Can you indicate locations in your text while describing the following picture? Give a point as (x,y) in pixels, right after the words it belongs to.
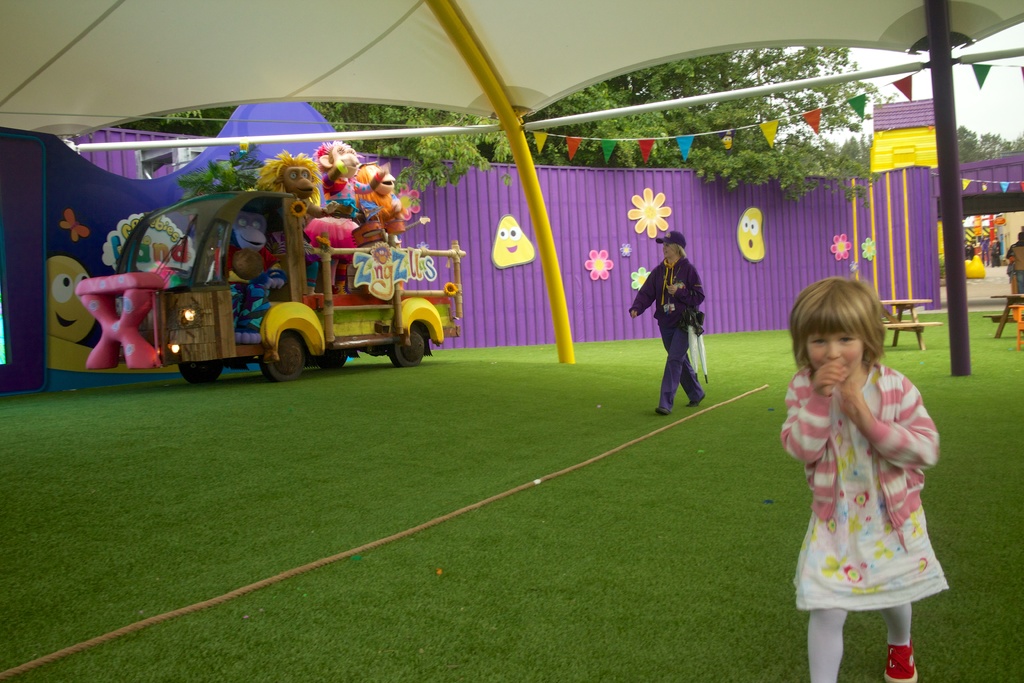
In this image on the left side (279,323) there is one vehicle (270,321), in that vehicle (375,309) there are some toys (244,214) and on the right side (837,520) there is one girl (830,538) who is running. And in the center (679,341) there is one woman (672,311) who is walking, at the bottom (488,622) there is grass (760,603) and one rope (488,504). In the background (161,159) there is a wall (617,269), trees (541,163), flags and some people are walking and also there are some benches (895,326). On the top of the image (400,68) there is a tent (416,68).
